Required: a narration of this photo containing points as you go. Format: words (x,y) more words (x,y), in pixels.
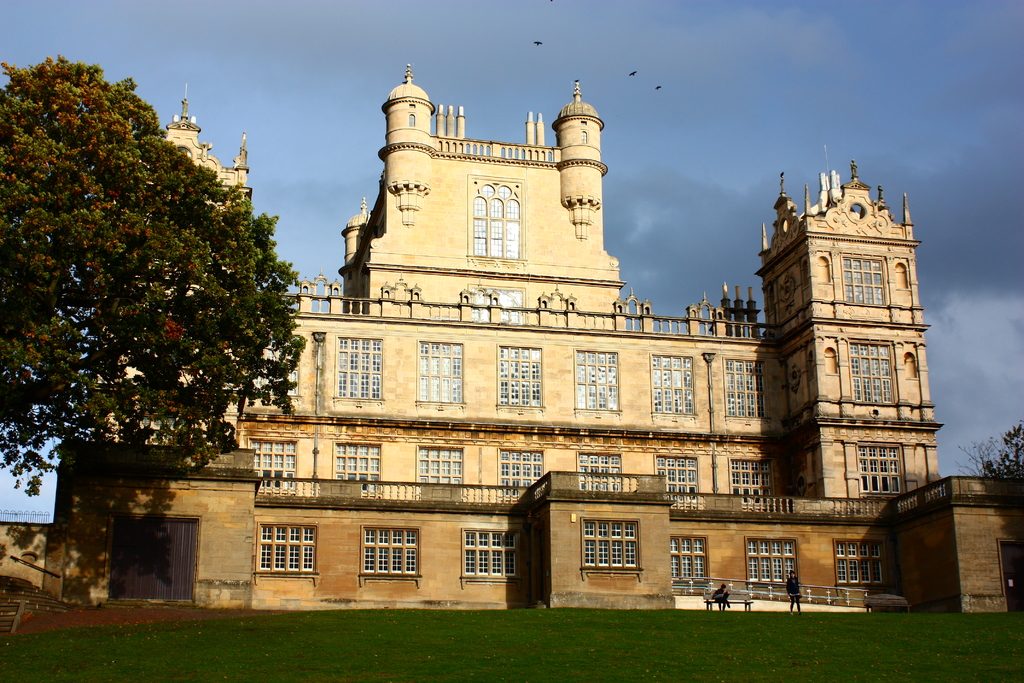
In this image, we can see a building (266,407), at the left side (145,332) there is a tree (78,292), we can see green grass (640,675) on the ground (686,651), at the top (696,116) there is a blue color sky (474,119).
